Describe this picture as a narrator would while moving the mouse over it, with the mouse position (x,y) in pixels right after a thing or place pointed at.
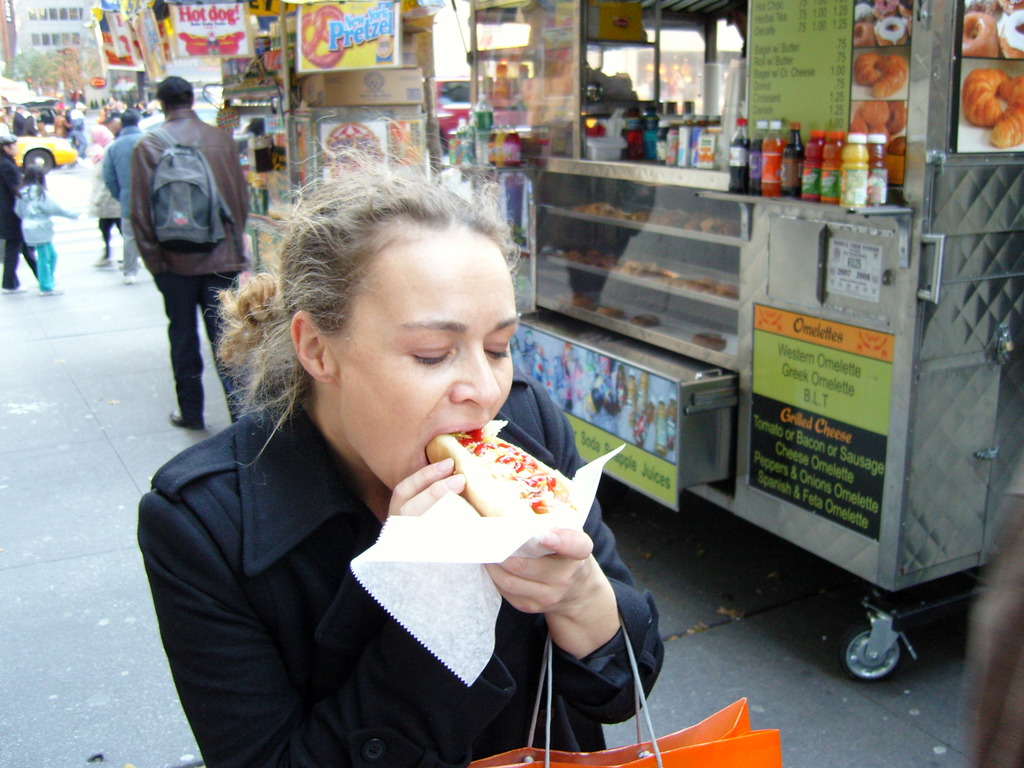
Here in this picture, in the front (343,455) we can see a woman (306,462) standing on the road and she is eating a hot dog (530,506) present in her hand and she is also carrying a bag (597,755) and beside her we can see food stall (739,207) present with number of things (678,155) on it and behind her we can see other number of people (141,213) standing and walking on the road (67,171) and the person (222,194) is carrying a bag (194,198) and in the far we can see a car (46,147) present and we can also see plants (65,88) and trees (46,84) present and we can also see other number of stores (421,93) with hoardings (310,58) and banners (329,45) present and we can see a building (74,46) with windows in the far.
